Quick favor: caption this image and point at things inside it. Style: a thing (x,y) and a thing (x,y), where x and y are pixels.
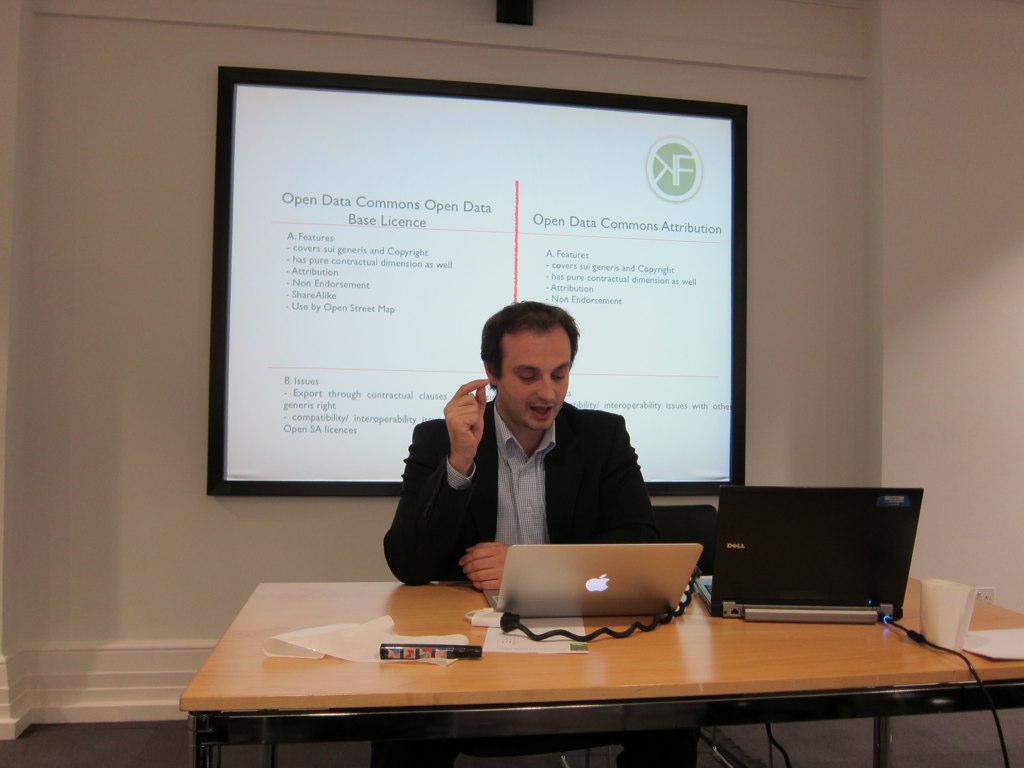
He is sitting on a chair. There is a table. There are two laptops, glass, paper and sketch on a table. We can see in the background (371,136) projector (360,152) and wall (112,349).
